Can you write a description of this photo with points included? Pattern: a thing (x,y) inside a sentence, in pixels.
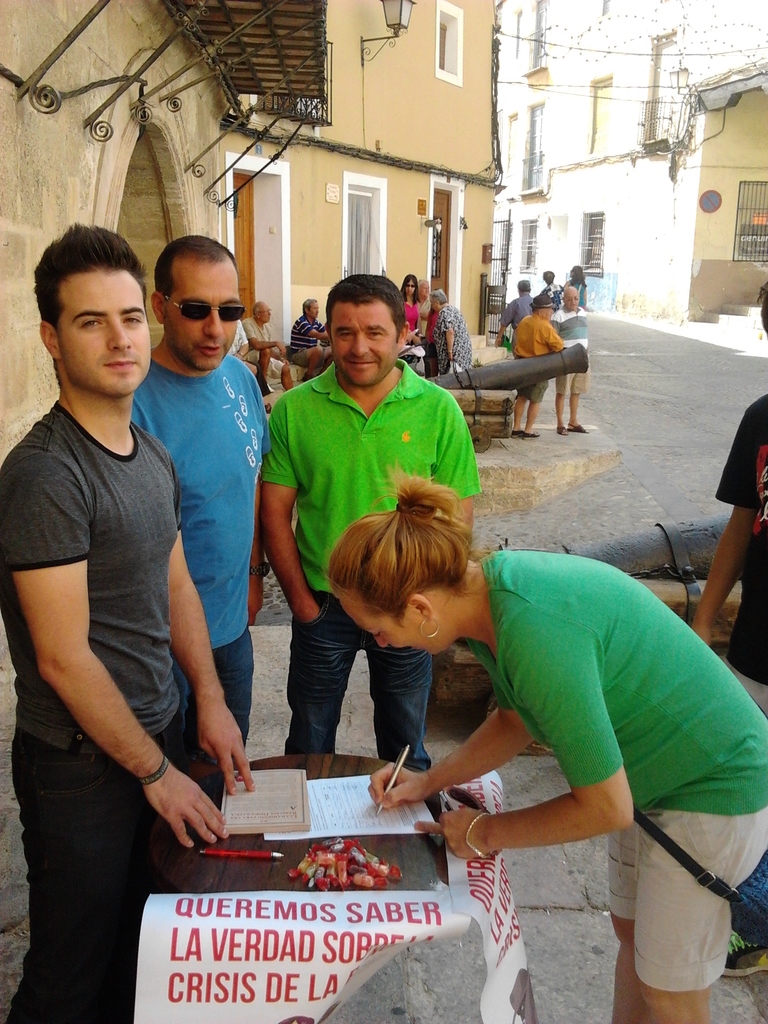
this picture shows few buildings (638,9) and few people (566,329) standing and a woman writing on the paper (338,779) on the table (291,861) and a man (175,322) with sunglasses (214,313) on his face (203,325).
